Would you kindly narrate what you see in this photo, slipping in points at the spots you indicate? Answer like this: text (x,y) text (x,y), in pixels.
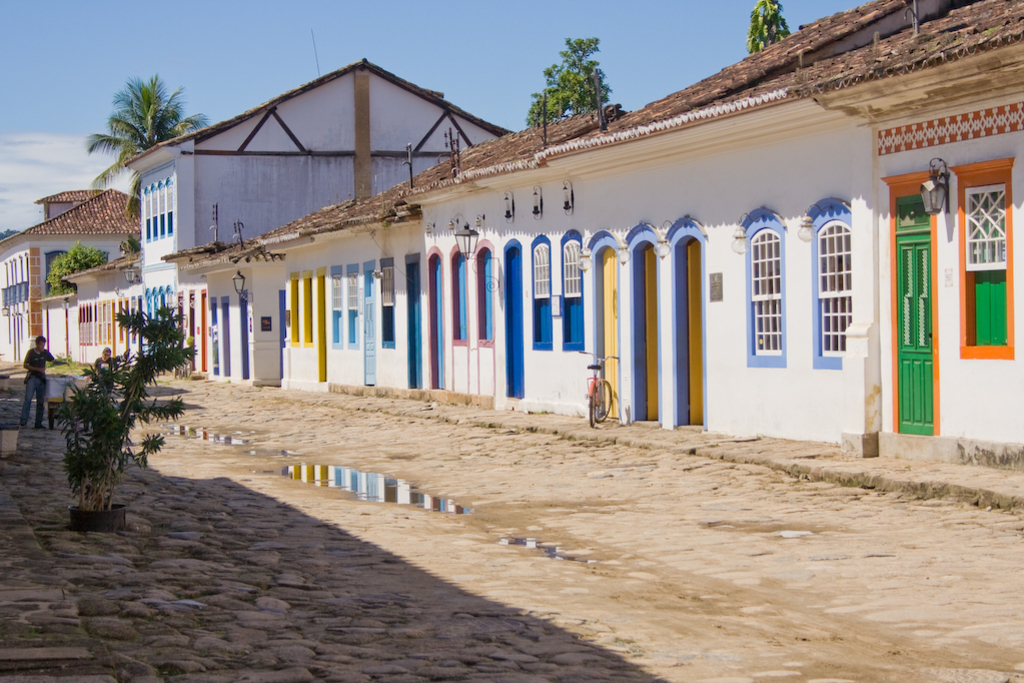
This image is taken outdoors. At the bottom of the image (174,526) there is a ground (619,560). At the top of the image (50,86) there is a sky (231,59) with clouds (27,140). On the right side of the image (928,265) there are a few houses (491,233) with walls (795,339), windows (830,365), doors (931,317), grills (993,240) and roofs (90,195) and there are a few trees (576,108). On the left side of the image (109,441) there is a plant (112,480) in the pot (92,509) and a man (39,382) is standing on the ground (18,407).
